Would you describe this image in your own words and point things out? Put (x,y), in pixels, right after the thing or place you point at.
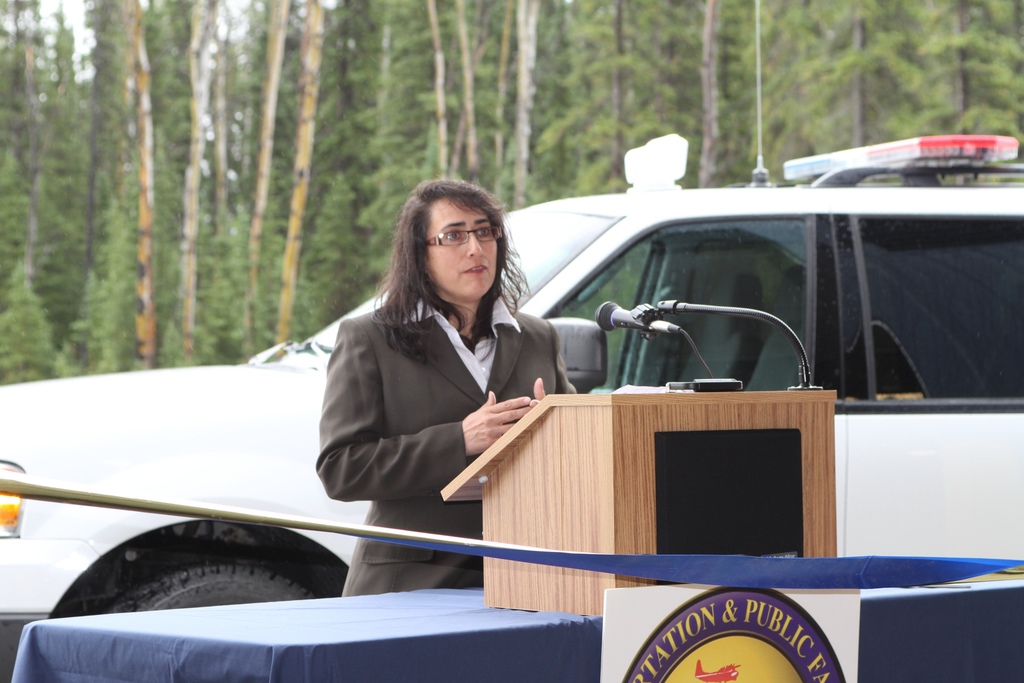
In this image, we can see a lady (450,330) standing and wearing glasses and a coat (433,352) and we can see a podium (715,417) and there is a mic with a stand (643,318) and a ribbon (533,552) and we can see a cloth (344,628) on the table (482,661) and there is a board (694,621) with some text (741,606). In the background (599,250), there is a vehicle (801,266) and we can see trees (411,101).
